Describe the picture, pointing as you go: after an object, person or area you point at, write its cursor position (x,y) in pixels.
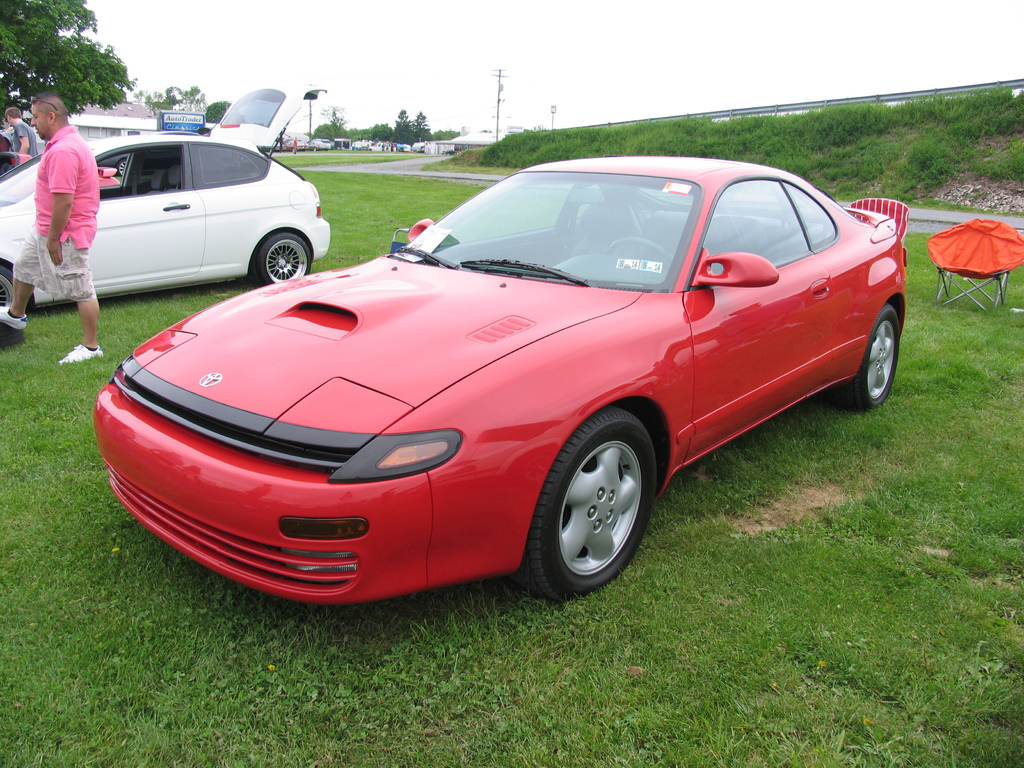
In this image on the foreground (137,445) we can see there is red car (241,540) and on the left side (280,135) there is a white car (228,123) and a person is standing on the left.
